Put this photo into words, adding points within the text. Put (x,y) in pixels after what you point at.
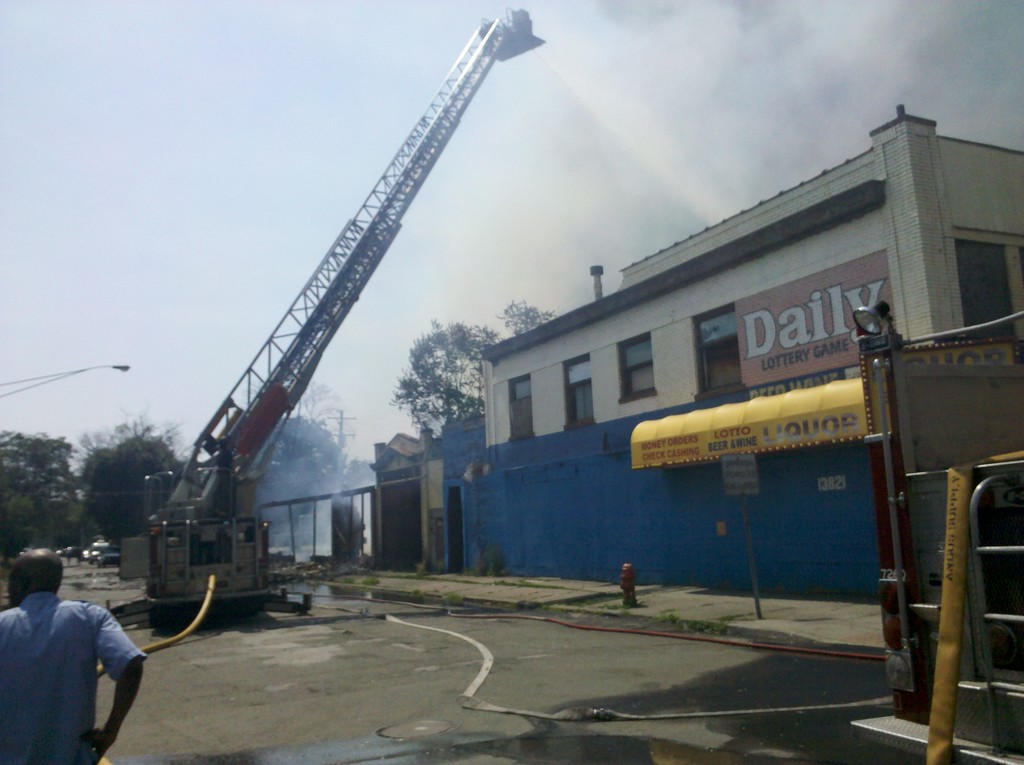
In this image, I can see a crane (215,522) on the road (727,680), a building (621,369) with windows (638,356) and name board (769,352). On the right side of the image (986,702), It looks like a vehicle (971,700). At the bottom left side of the image (70,675), I can see a person (68,621). In the background (85,402), there are trees (459,348) and the sky (448,278).
